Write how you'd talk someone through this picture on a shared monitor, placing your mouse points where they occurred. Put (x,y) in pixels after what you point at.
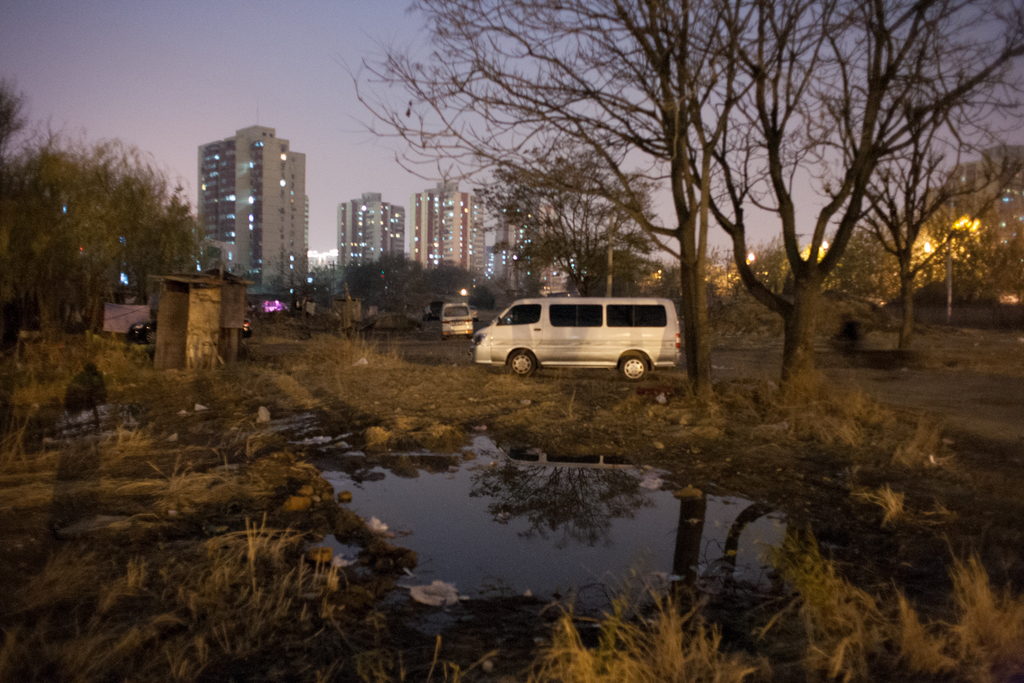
There is water (467,468), grass (601,414), vehicles (655,335) on the road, trees (887,276) and buildings (396,220) at the back (381,237).
